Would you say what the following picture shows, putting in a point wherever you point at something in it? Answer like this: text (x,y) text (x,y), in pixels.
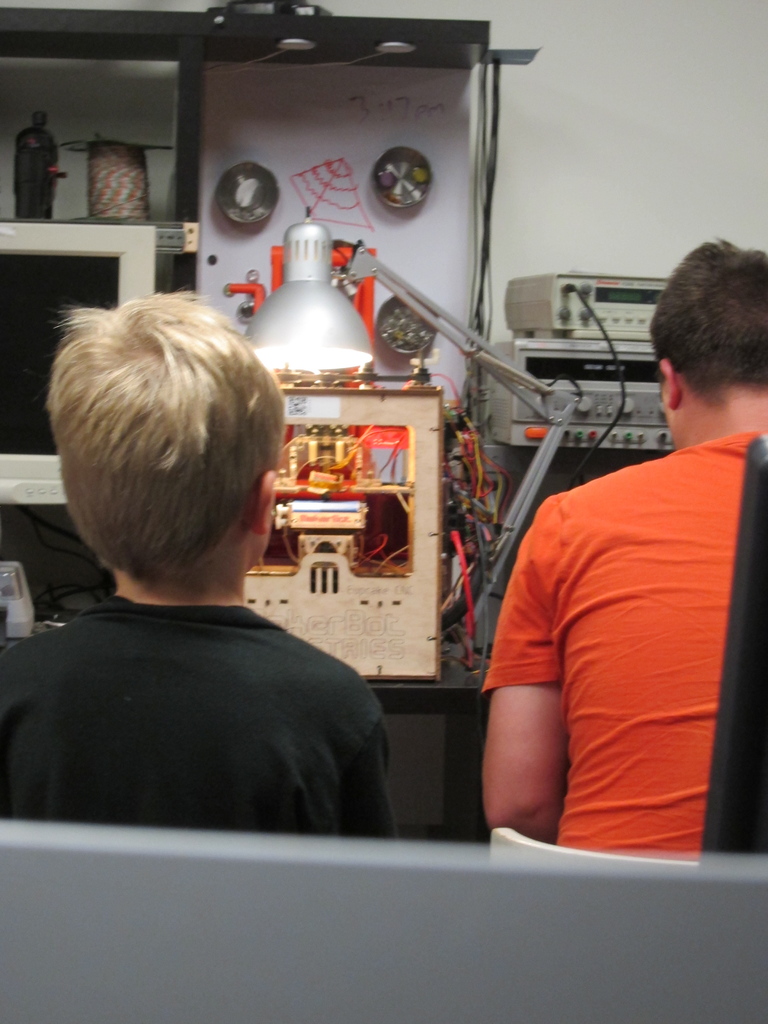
In this image, we can see people (364,683) sitting on the chairs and in the background (276,169), there are some objects (135,149) and we can see a paper (339,205) and some machines (470,447), a rack (159,34) and a wall (524,153).
